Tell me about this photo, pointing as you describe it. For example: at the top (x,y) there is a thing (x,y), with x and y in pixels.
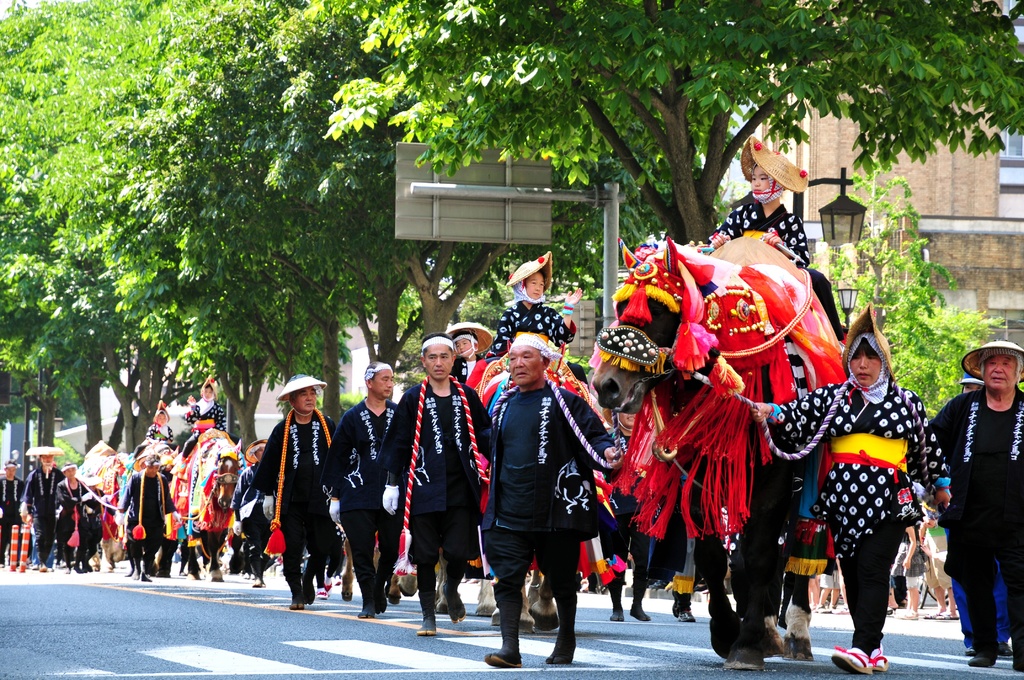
In this image I can see a road (100,663) in the front (174,611) and on it I can number of people (436,510) are standing. I can also see few people (789,169) are sitting on animals (597,373) and I can see all of them are wearing black colour dress (474,480). In the background (517,257) can see few poles (564,198), a light (842,181), number of trees (528,11) and a building (1002,331).
